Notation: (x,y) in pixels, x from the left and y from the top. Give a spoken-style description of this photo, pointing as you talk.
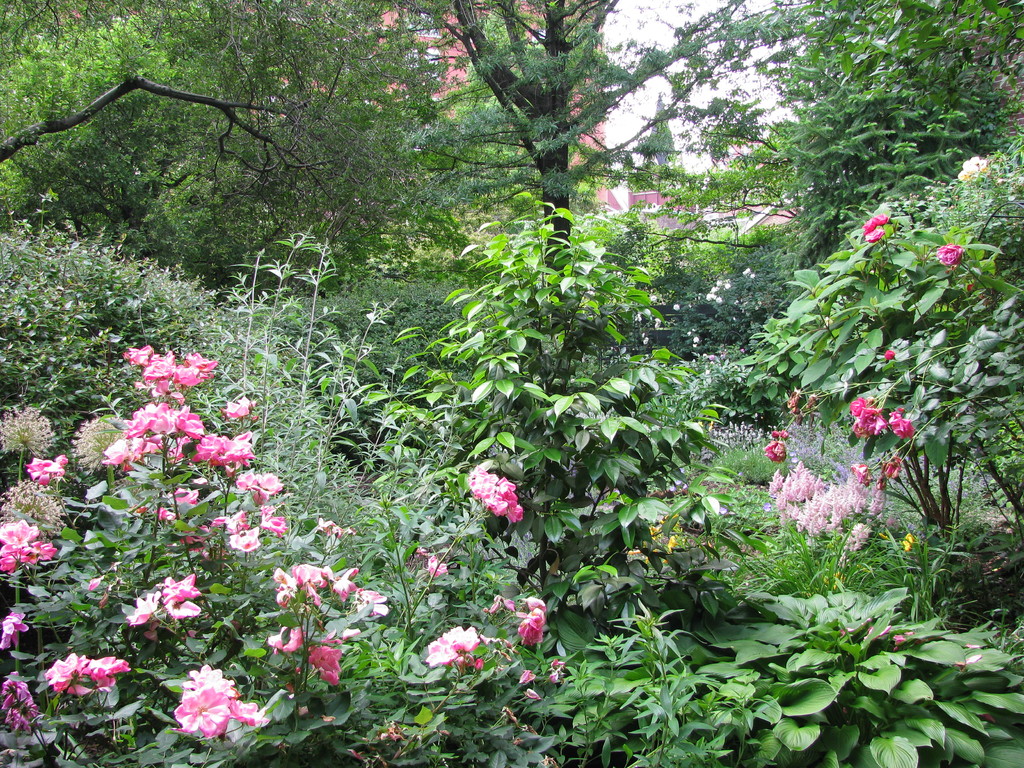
There are pink flower plants (149,648) and trees (514,59). There are buildings (451,53) at the back (463,54).
